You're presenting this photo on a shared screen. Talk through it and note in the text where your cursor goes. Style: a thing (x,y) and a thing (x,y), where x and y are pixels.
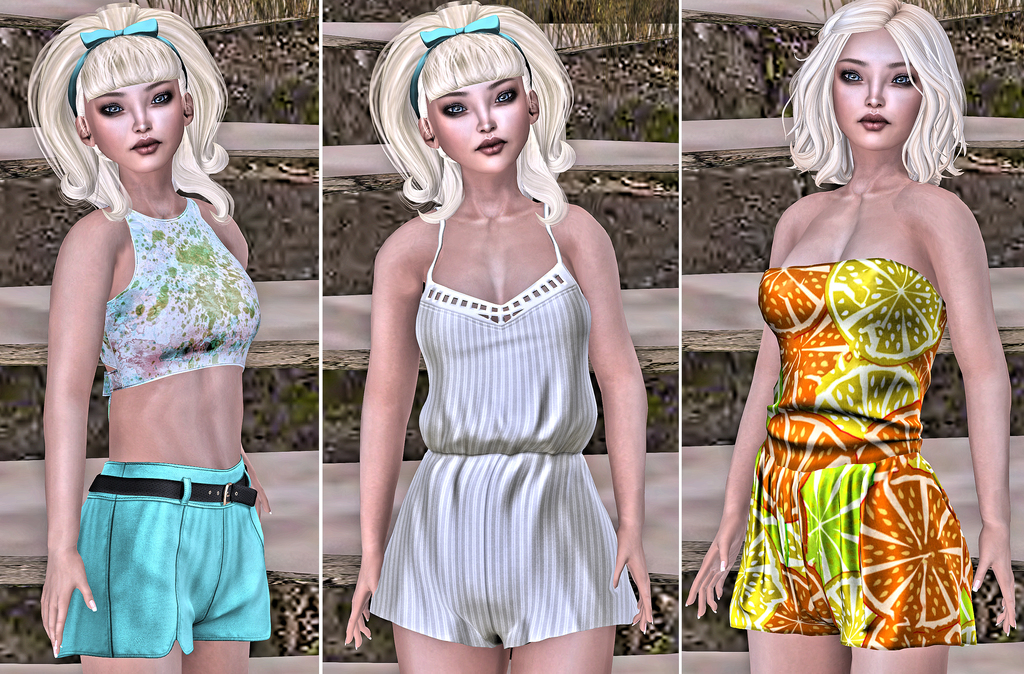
In this picture we can see the collage image of three girls (217,482).
